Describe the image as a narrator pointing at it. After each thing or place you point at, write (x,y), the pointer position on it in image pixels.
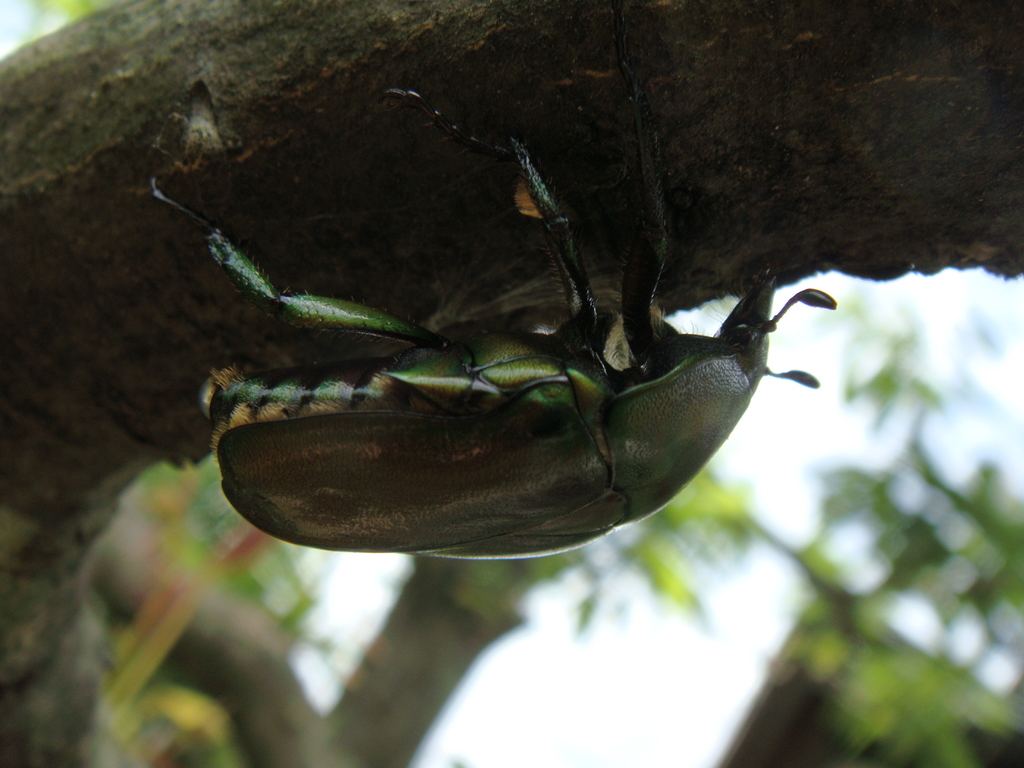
In the picture we can see a bug (563,535) on the tree branch (906,208), in the background (678,537) we can see some plants (483,614).
